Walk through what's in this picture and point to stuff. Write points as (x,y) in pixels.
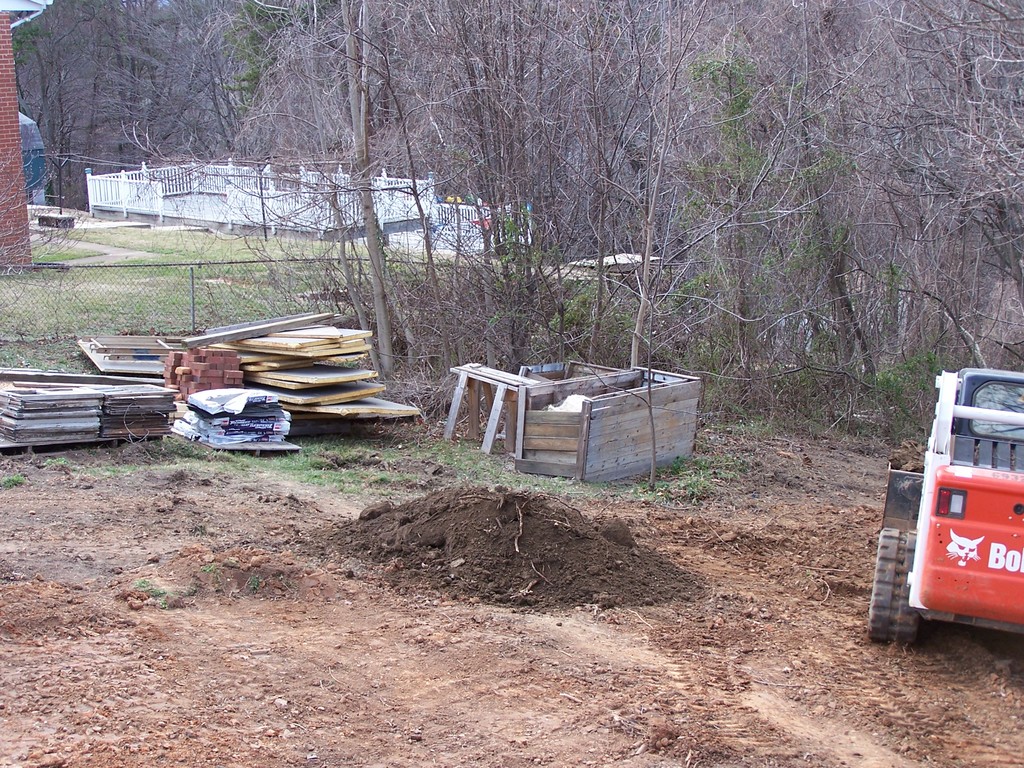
In this picture I can see trees (647,147) and I can see a house (12,246) on the top left side (17,130) and I can see wooden planks (369,336) on the ground (162,504) and a vehicle (970,456) on the right side (957,448) and looks like another house (343,214) in the back (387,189).
